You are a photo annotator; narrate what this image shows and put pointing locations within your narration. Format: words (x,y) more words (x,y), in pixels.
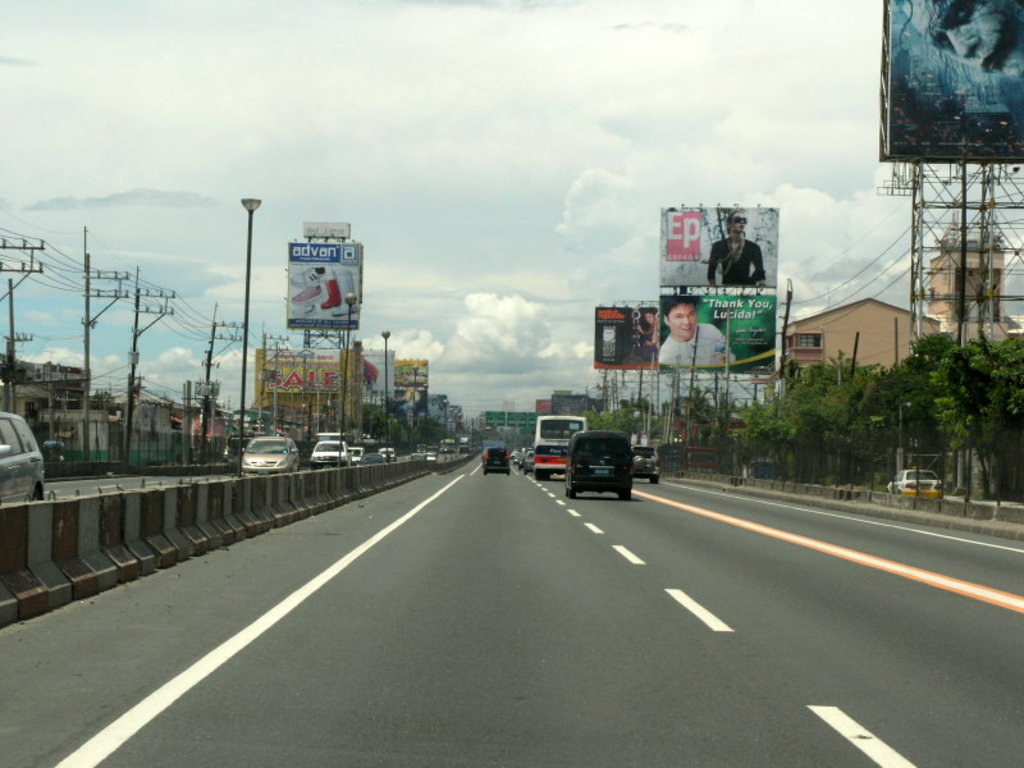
In this image we can see few vehicles (552,441) and barricades (57,538) on the road (367,509), there are street lights (245,308), current poles (87,373) with wires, hoardings (679,332), there are few trees (846,403) and buildings (866,342) on the right side (889,341) and few buildings (165,425) on the left side (150,449) and the sky (499,264) with clouds (519,299) on the top (561,151).
